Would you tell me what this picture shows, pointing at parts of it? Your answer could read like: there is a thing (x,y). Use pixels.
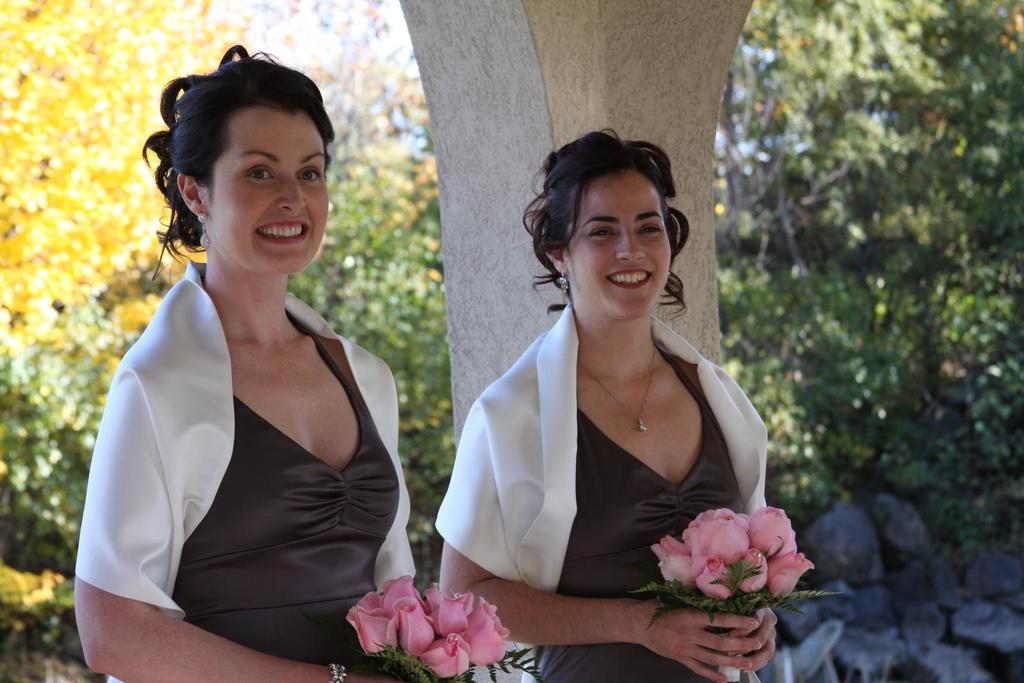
In this image there are two females (473,501). They are holding flower bouquet (373,654). There is a pillar (635,8). There are trees (992,191) in the background (926,209).
